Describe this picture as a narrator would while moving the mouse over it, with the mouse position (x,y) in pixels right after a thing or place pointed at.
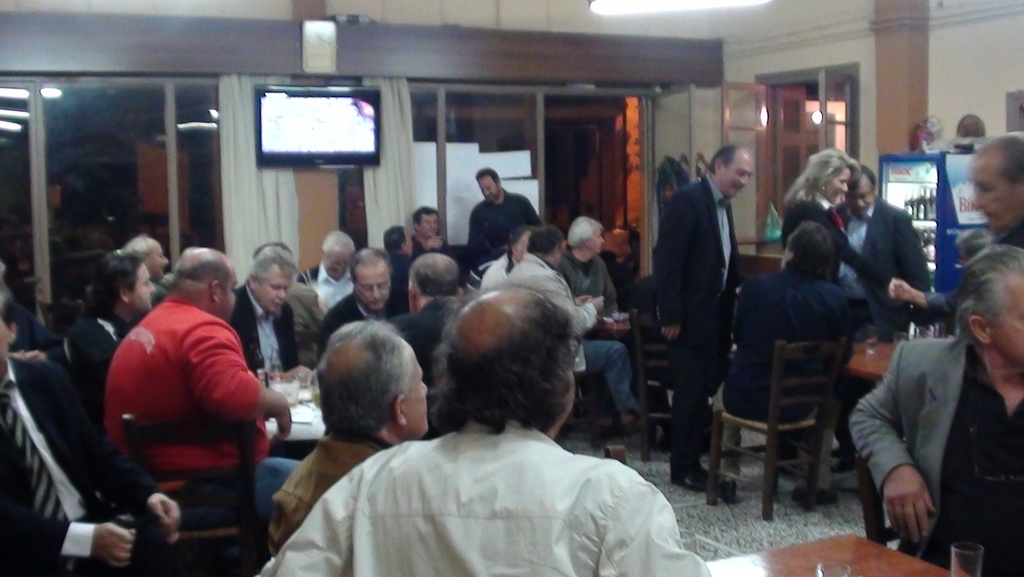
In this room (565,235) few persons (394,523) are sitting on chairs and few persons (814,215) are standing. Far this person (876,227) is standing and wore suit (871,243), back side of this person (886,233) there is a fridge (925,222) with bottles (925,211). On top of the image (664,3) there is a light (624,3). A television (363,97) is on pillar (337,179). In-front of this person's (221,459) there is a table (915,576), on this table (883,565) there are glasses (961,553).
